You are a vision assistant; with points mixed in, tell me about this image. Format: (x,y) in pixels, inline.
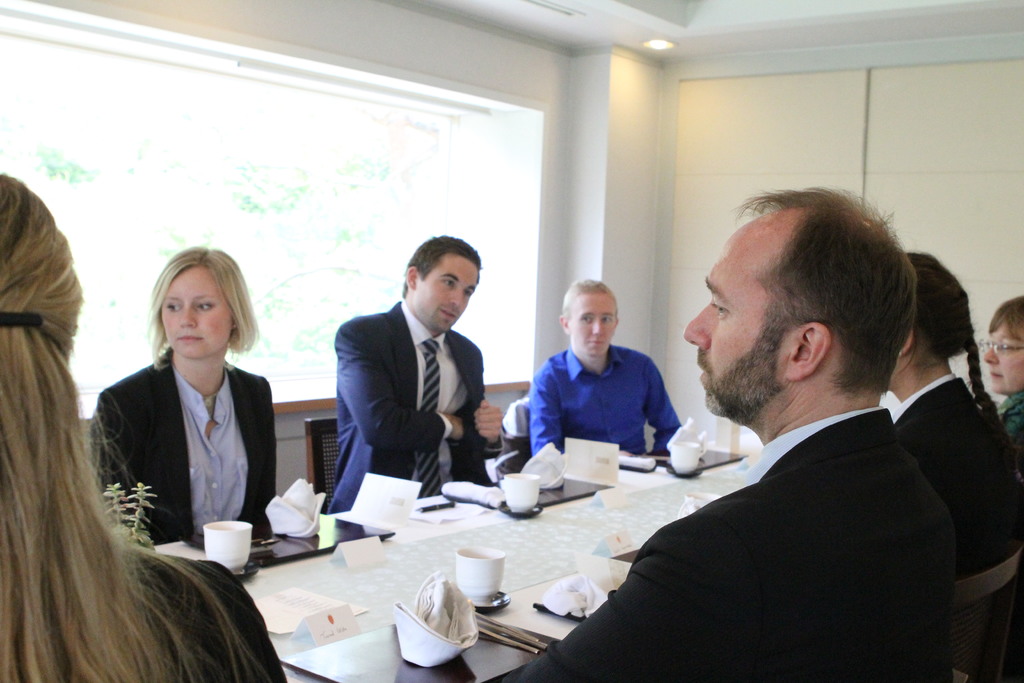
In the image we can see there are people (271,413) who are sitting on chair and in front of them there is a table (360,571) on which there are papers (295,613) and cups (683,458).
